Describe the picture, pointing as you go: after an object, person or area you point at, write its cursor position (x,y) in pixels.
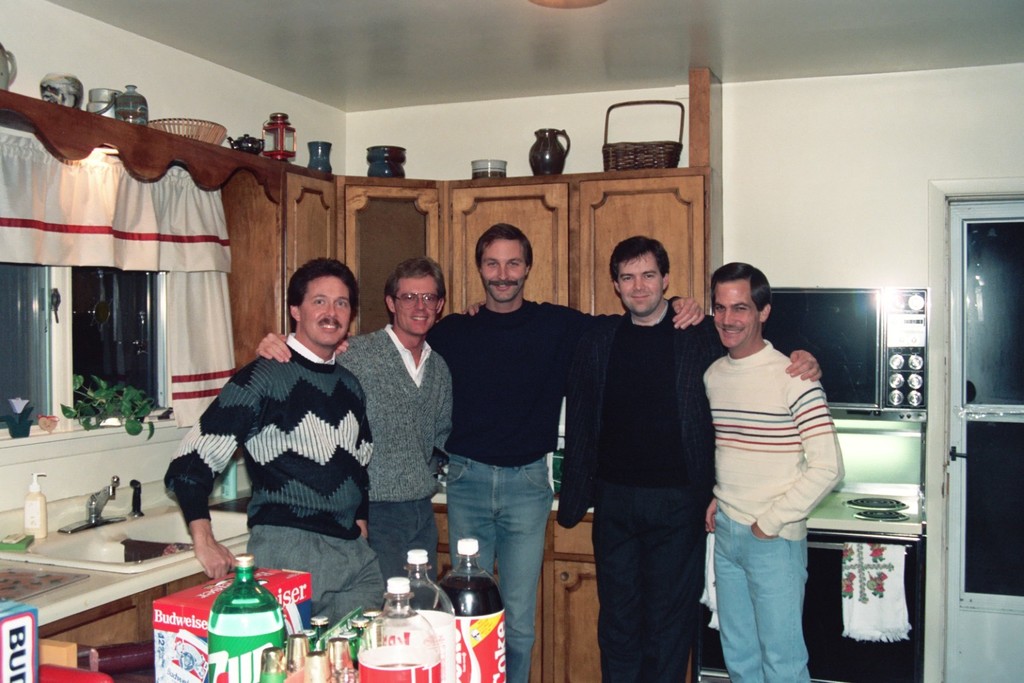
This Pictures of inside. In the center (648,395) there are group of men (635,318) standing and smiling. On the right corner (955,361) there is a door (1001,586) and an oven (903,354). In the foreground (199,623) we can see the table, on the top of which a box (200,623) and some bottles (360,634) are placed. In the background (32,557) we can see the platform (44,551), window (87,295), curtains (136,212) and the cabinet (604,175) on the top of which a basket (648,167), jug (541,141) and some more items (376,166) are placed.
